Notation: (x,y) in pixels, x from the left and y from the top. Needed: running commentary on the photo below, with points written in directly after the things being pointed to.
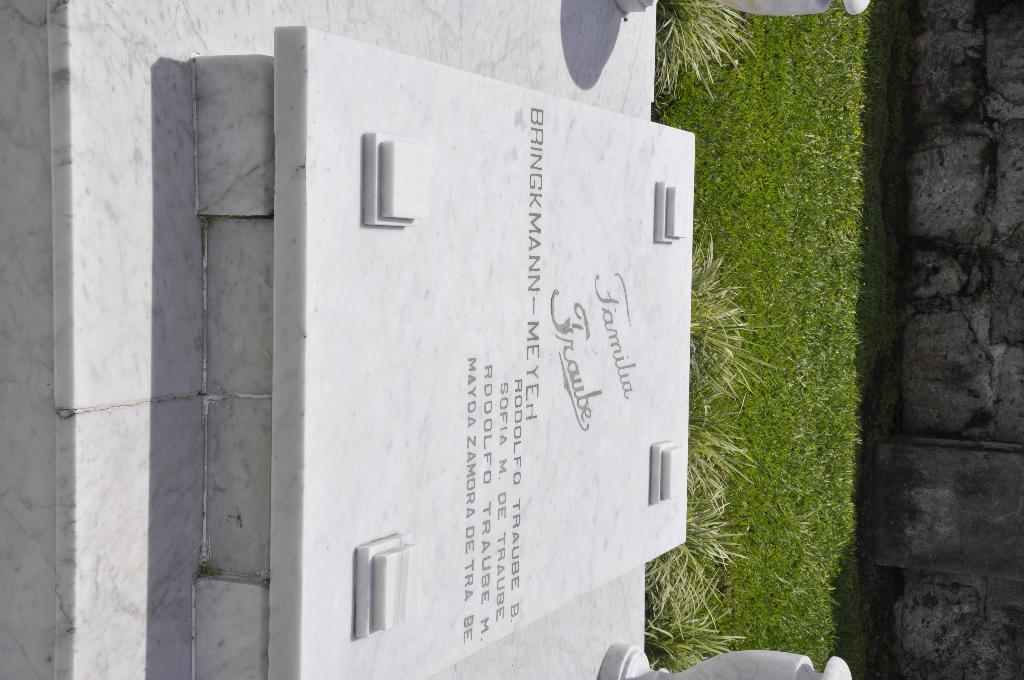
In the picture there is a stone (506,275) with text (491,379) written on it. On the left (189,198) it is stone (156,144). On the right (837,476) there are shrubs (710,560) grass (771,257) and the wall (978,261).
